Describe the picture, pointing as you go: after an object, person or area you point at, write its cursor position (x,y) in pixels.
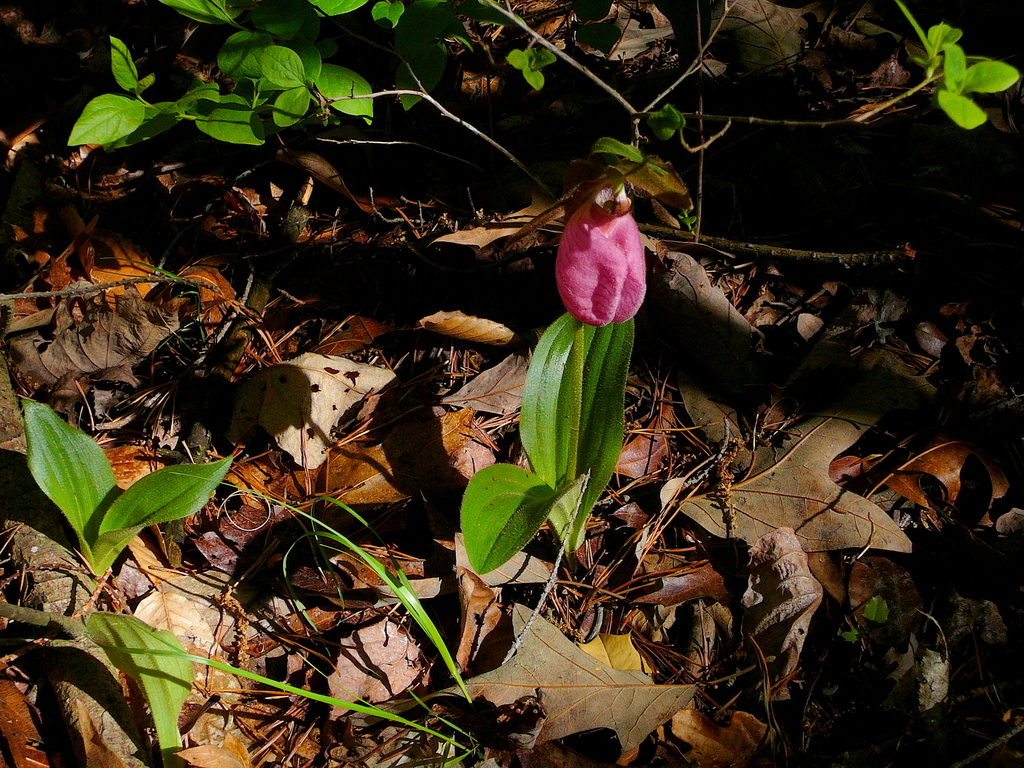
In the center of the image (565,475) we can see one plant (582,348) and one flower (629,284), which is in pink color. In the background (763,246), we can see plants (90,498), dry leaves (237,451) and a few other objects (50,554).
